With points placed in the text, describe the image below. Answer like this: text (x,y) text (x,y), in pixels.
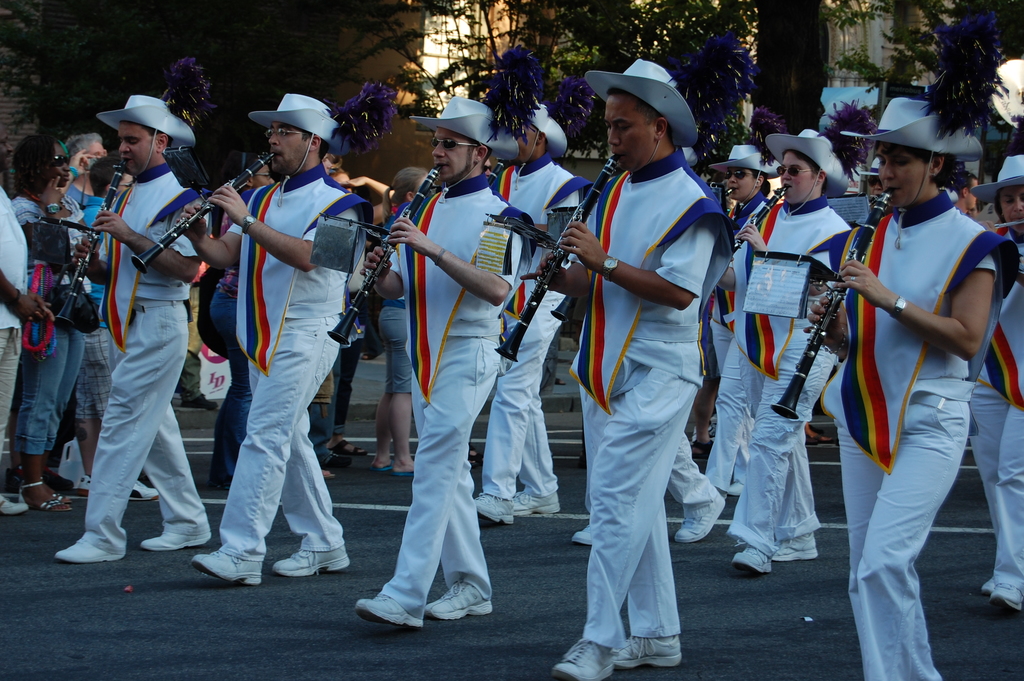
In this image there are a group of persons (650,286) walking, they are playing musical instruments (553,245), they are wearing caps (844,136), there are a group of persons (377,290) standing, there is road (796,609) towards the bottom of the image (252,610), there are trees (294,42) towards the top of the image (851,40), there is a wall (837,46) towards the top of the image (508,40).
